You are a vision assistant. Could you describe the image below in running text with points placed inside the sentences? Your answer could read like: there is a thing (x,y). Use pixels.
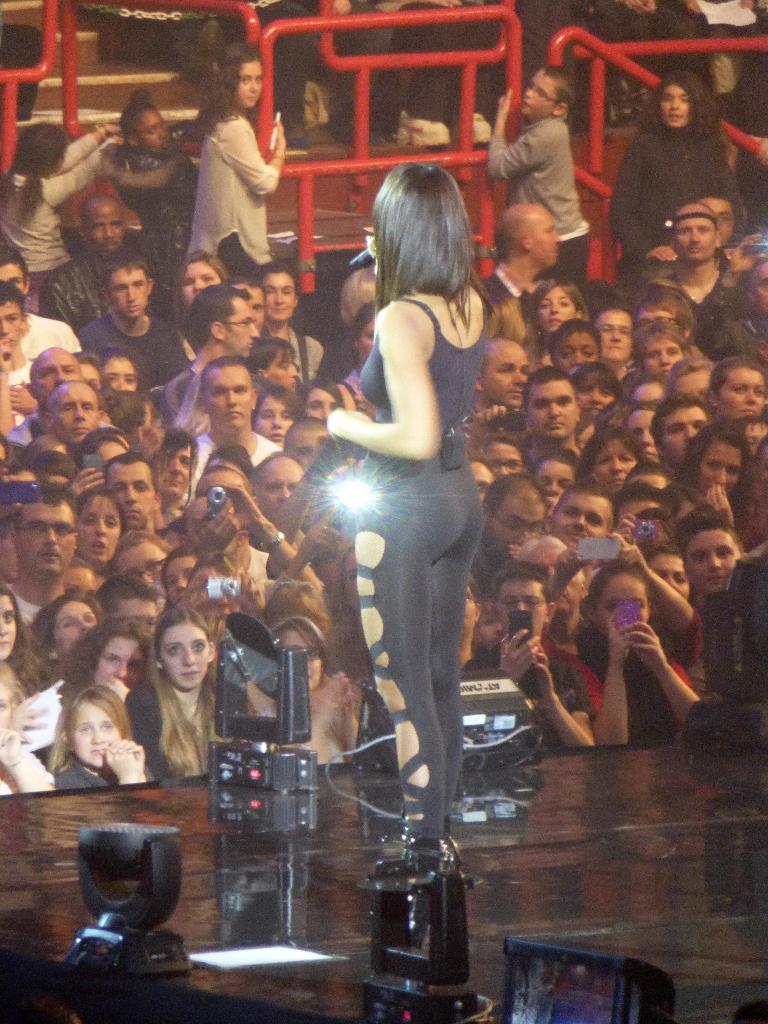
In this picture, We can see spectators (172,178), Who are holding mobiles (606,553), cameras (644,528) and there is a women (390,431), Who is holding a mike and we can see few lights (291,735) after that i can see a floor (568,822), They are few women's (244,173), Who are holding an iron grill (359,156).
